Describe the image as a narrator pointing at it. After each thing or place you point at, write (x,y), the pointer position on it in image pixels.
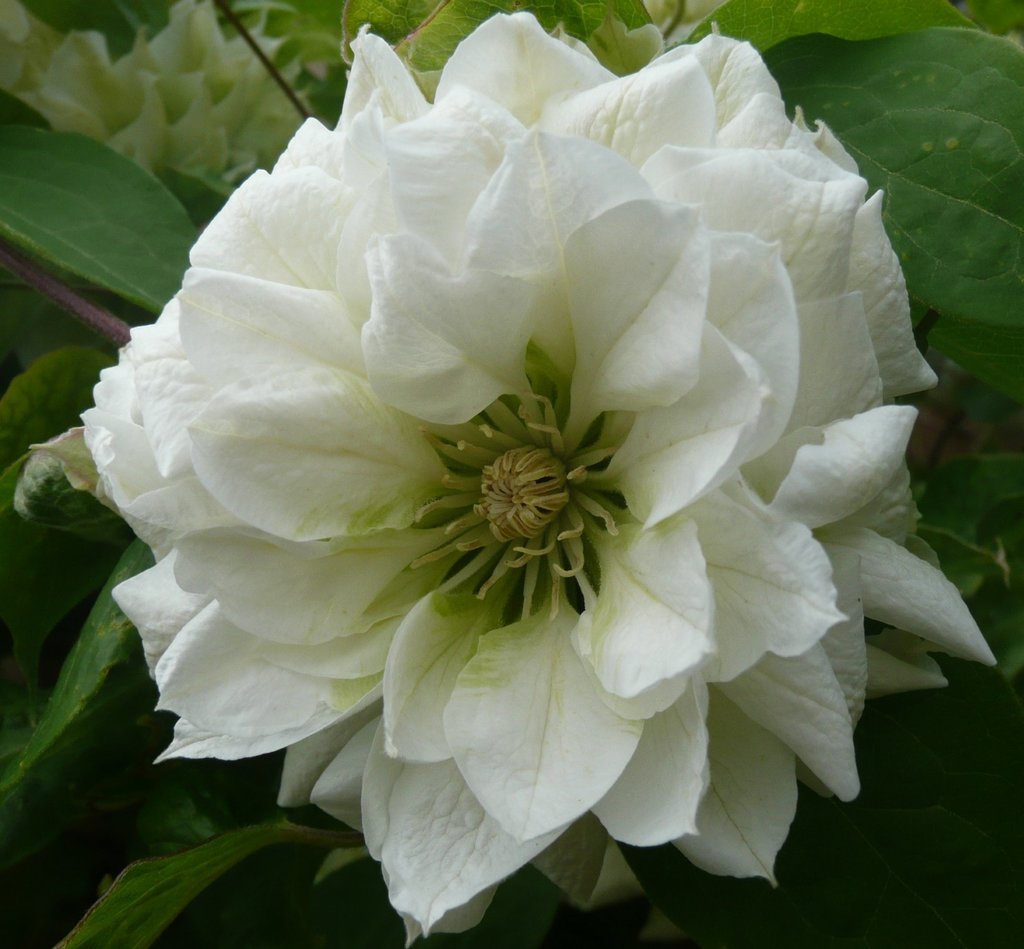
In this picture we can see a white flower (340,770) and in the background (590,5) we can see leaves (548,10).
